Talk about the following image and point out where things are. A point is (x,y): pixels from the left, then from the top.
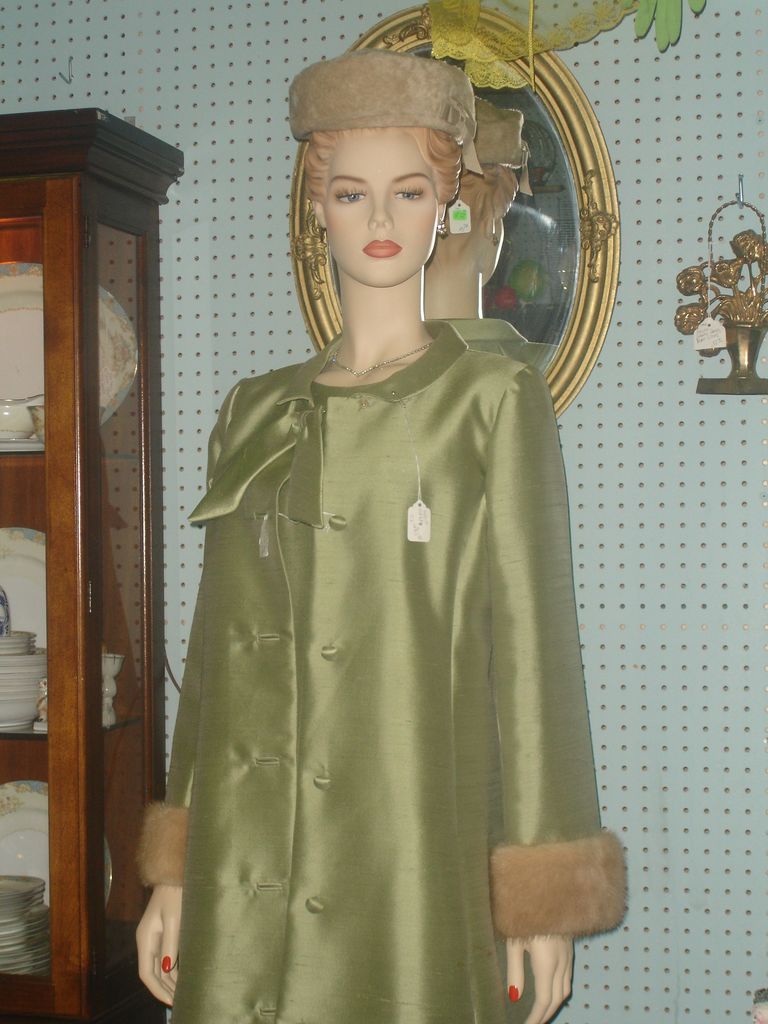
In this picture we can see the statue (537,683) wearing green gown (504,901) standing in the front (452,724). Behind you can see the wooden wardrobe (49,701) with white color crockery (45,903) inside. Behind there is a wall (579,435) and golden mirror (587,375).
